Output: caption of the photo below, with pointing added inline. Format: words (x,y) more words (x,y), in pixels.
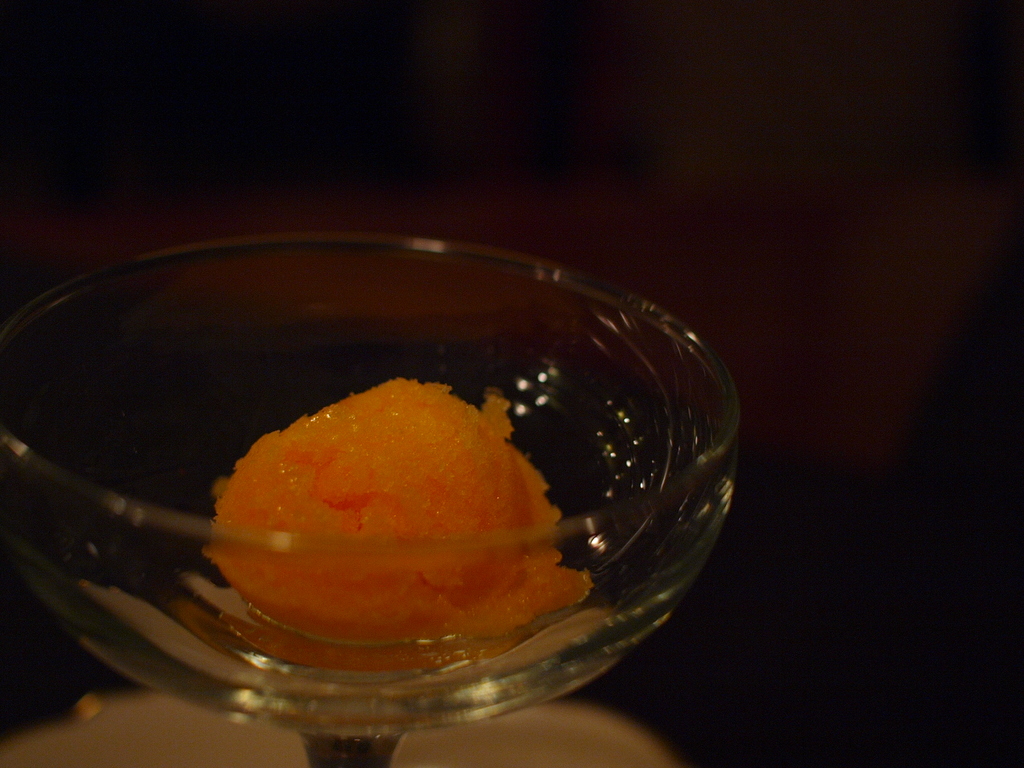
In this image we can see some food (493,600) in a glass (622,572).
